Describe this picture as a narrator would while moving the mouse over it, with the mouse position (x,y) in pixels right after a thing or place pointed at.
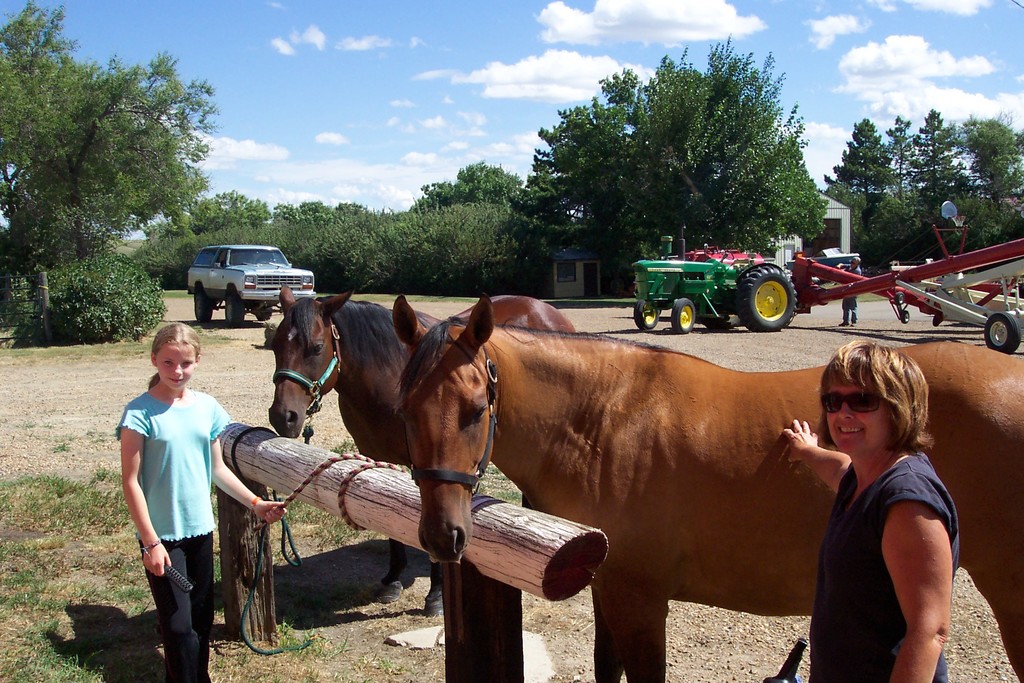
This picture a girl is standing at left side of a image is holding a stick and rope (345,455) in other hand (263,513). Beside to her there is a wooden planks (270,619). At the right side (817,675) there is a woman (869,344) is standing and keeping her hand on the horse (745,383). She is wearing goggles (832,403). There are two horses (310,350) in this picture. A vehicle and a tractor (791,296) are at the backside of them. A person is standing near to the tractor vehicle (640,324) and a house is back to it. Some trees (2,118) and plants (108,313) are at the background of the image (352,200) and sky (319,176) and some clouds (485,83) are top of the image (327,103).
